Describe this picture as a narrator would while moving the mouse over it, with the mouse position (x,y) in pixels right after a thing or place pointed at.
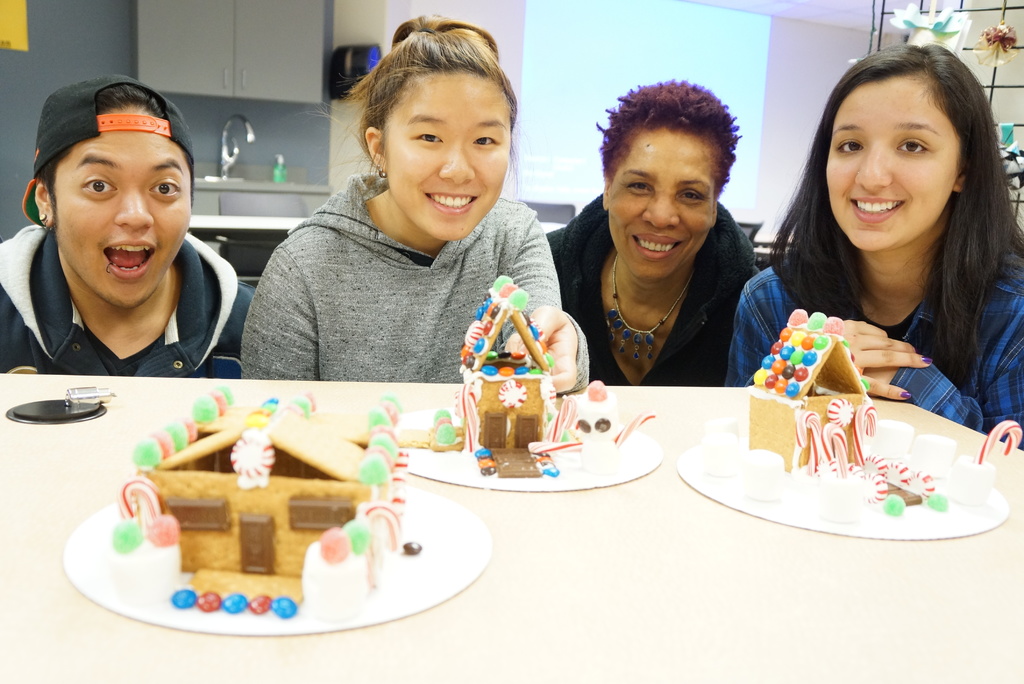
In this picture, there are four persons (596,291) sitting beside the table (613,521). On the table (605,511), there are three houses (480,459) which are made up of cookies (772,410), toffees (840,418) and chocolates (190,529). In the picture there are three women (555,245) and a man (150,256). In the background (187,77), there are cabinets (292,50). Below the cabinets (246,78), there is a sink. On the top right (770,58), there is a wall (792,80).
